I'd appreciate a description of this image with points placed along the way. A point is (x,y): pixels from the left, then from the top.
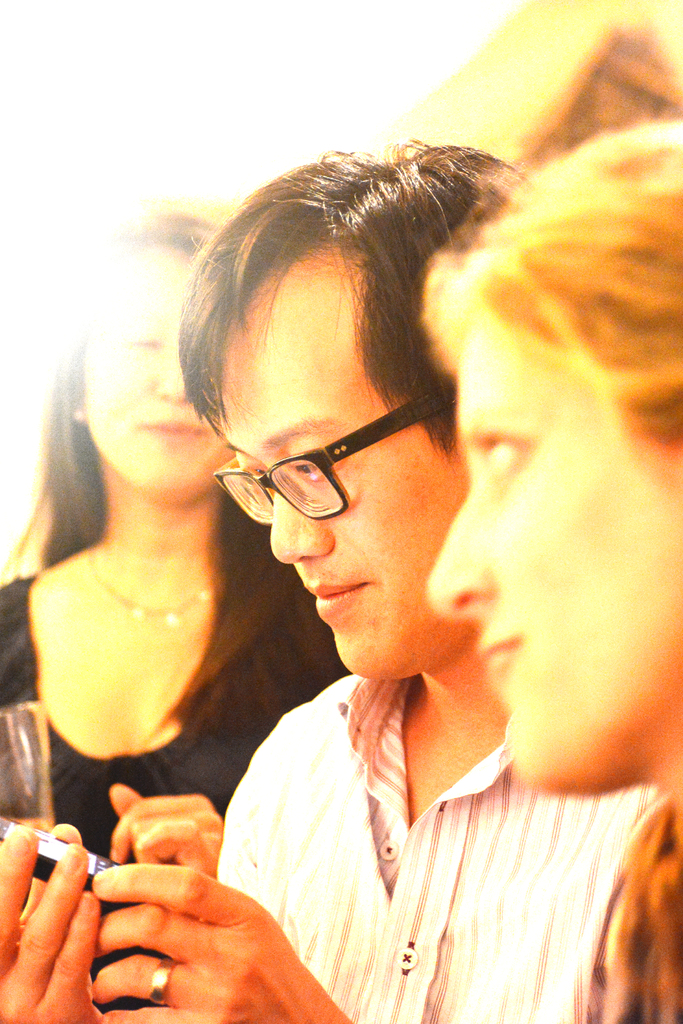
In the foreground of this image (566,922), there is a woman (624,905) and a man (339,727) holding a mobile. Behind him, there is a woman (127,598) and it seems like she is holding a glass (25,725).
